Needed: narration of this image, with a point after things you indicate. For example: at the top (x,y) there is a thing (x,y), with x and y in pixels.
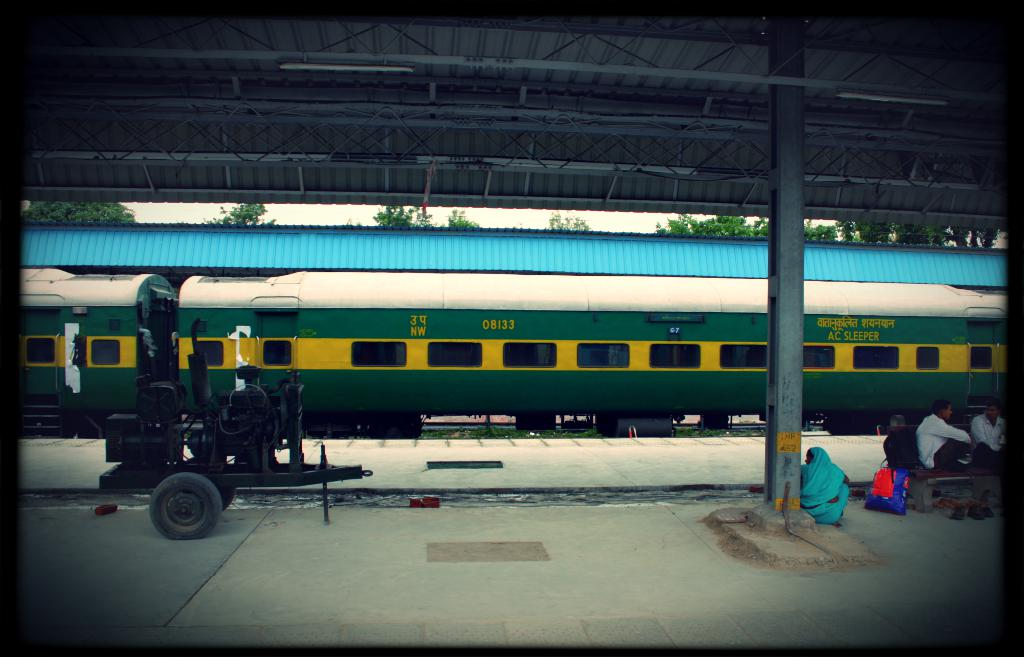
In this image, we can see a train (729,392). We can see the ground (531,556). We can see a few people (829,466), a pole (781,138) and a machine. We can also see some grass (430,433) and trees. We can see the sky (611,213) and the shed (597,147) with some lights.
